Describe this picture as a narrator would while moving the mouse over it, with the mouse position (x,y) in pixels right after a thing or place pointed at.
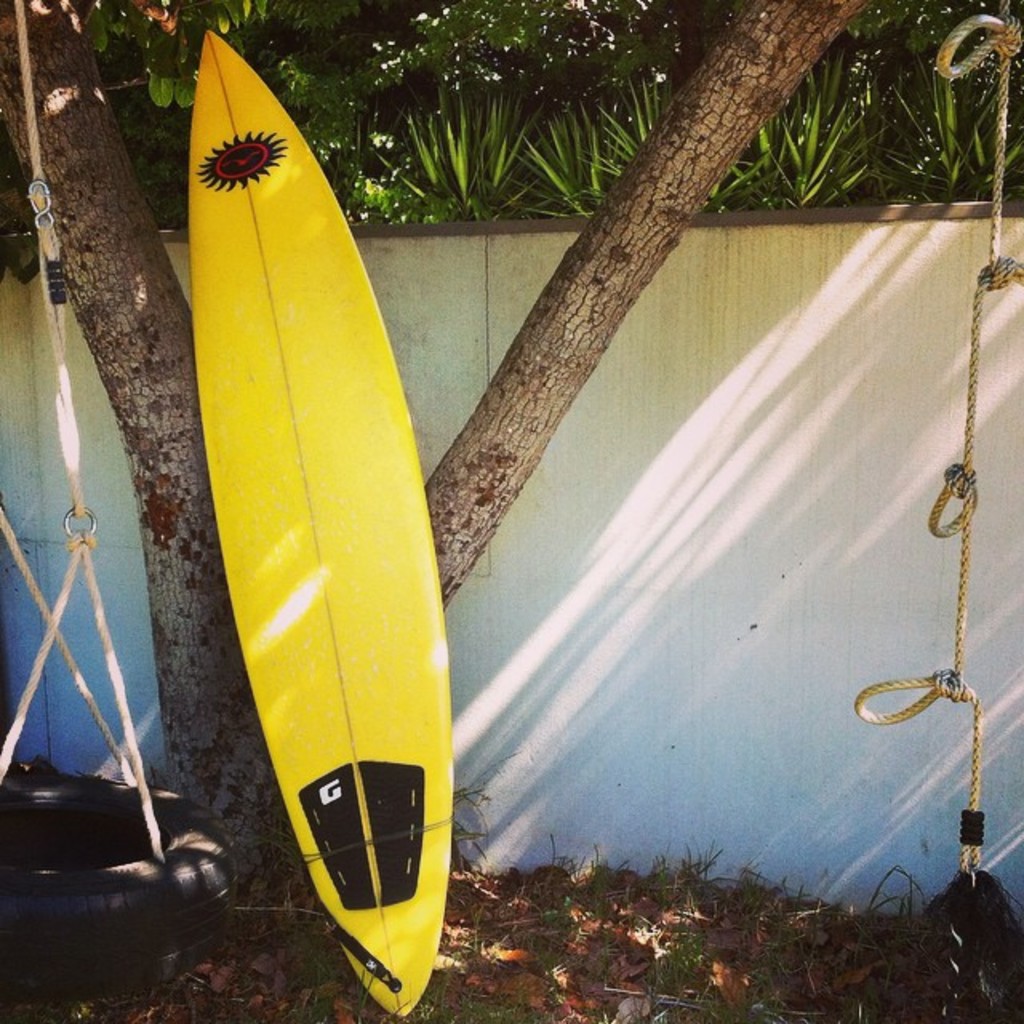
In this image I can see a surfboard (377,546) which is black and yellow in color is on a tree (168,392) which is brown in color. I can see few ropes (157,832), a black colored Tyre (116,874), few leaves (745,951) on the ground (636,940) and a wall (704,669) which is white in color. In the background (449,139) I can see plants (498,118).
